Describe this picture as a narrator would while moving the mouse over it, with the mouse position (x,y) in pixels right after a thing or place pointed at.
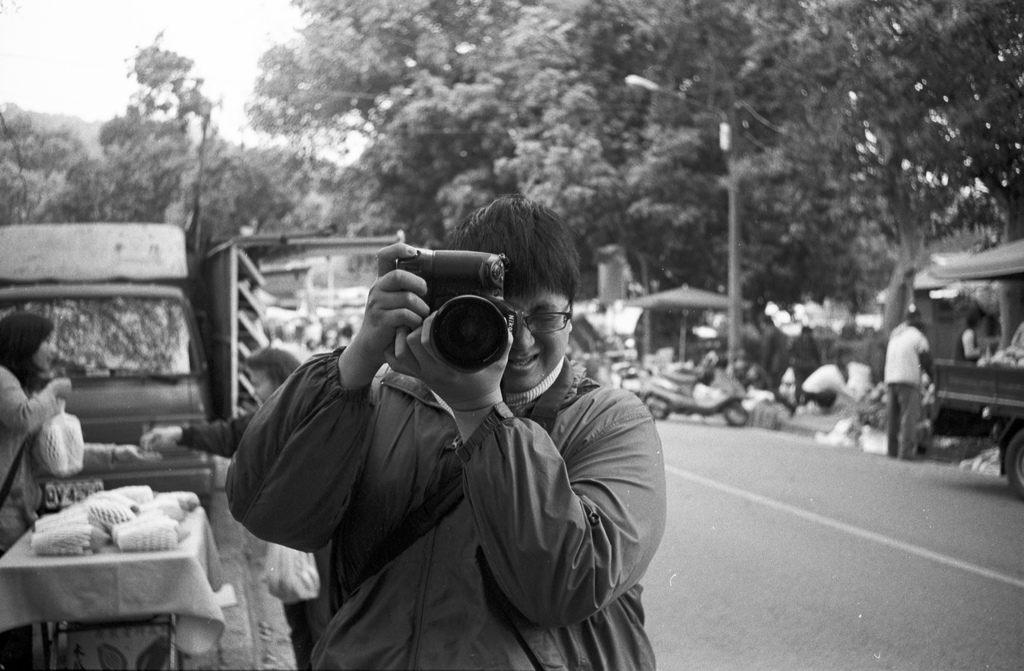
In this picture we can observe a road (687,505) one man (498,456) is standing and he is holding a camera (484,333) and taking the pictures back side we can see so many people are walking on the road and some bikes (725,377) are parked and some vehicles (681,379) and there are so many trees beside the road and left side of the picture (17,482) we can see one woman (2,483) is standing and selling some fruits (153,540).
